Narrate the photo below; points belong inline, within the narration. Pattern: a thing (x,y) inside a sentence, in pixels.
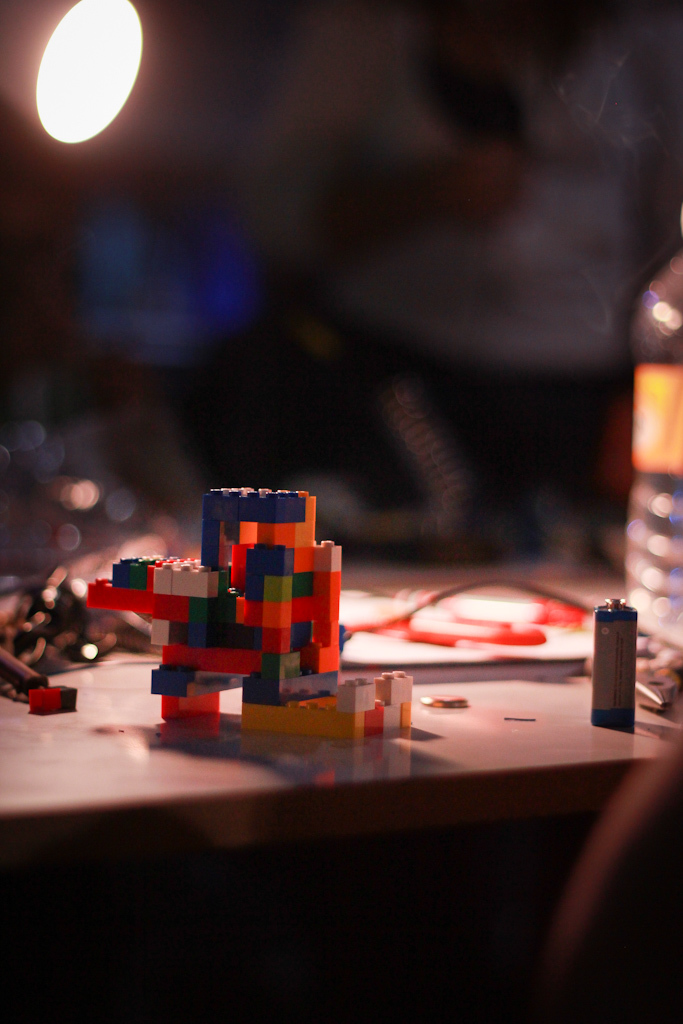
In this image there is a Lego toy (161,579), water (682,556) and few other objects (472,661) on the table (361,775). On the left side of the image (98,114) there is a light (87,121) and the background of the image (445,294) is blur.
